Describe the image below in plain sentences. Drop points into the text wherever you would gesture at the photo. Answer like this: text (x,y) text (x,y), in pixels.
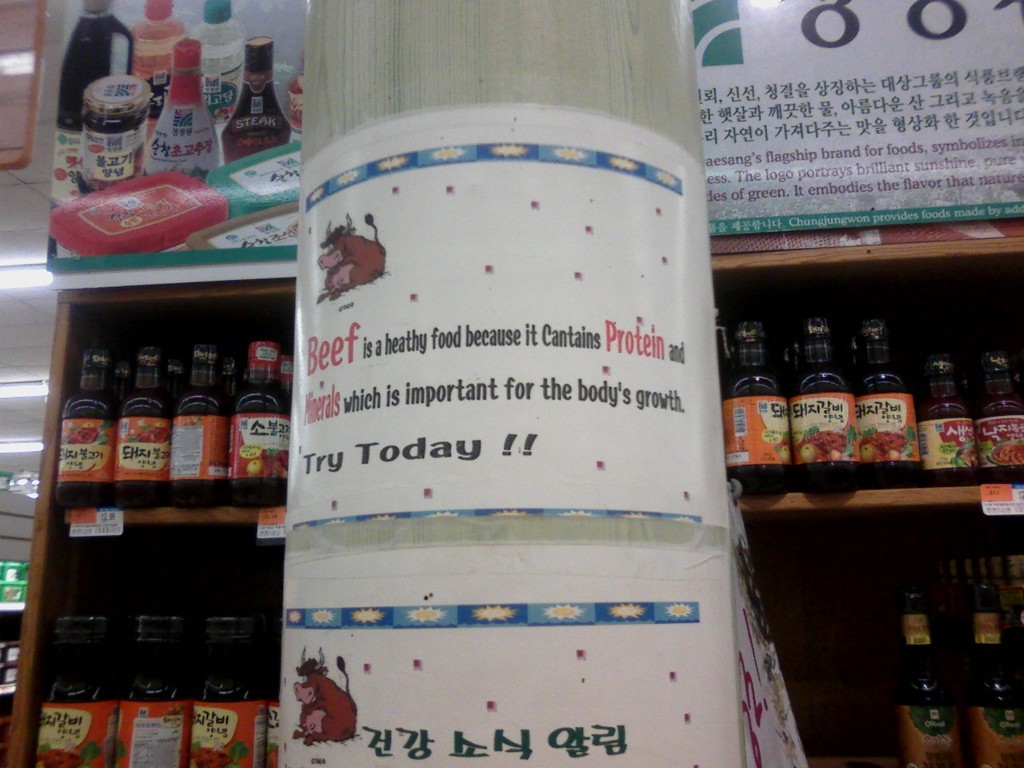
In this picture we can see many bottles (736,403) on the wooden rack (84,540). In the center (405,423) we can see a poster (548,452) on the pole (542,46). On the top (858,128) we can see banner (840,128). On the left (14,601) we can see tube lights (10,279) and other objects (6,685).
